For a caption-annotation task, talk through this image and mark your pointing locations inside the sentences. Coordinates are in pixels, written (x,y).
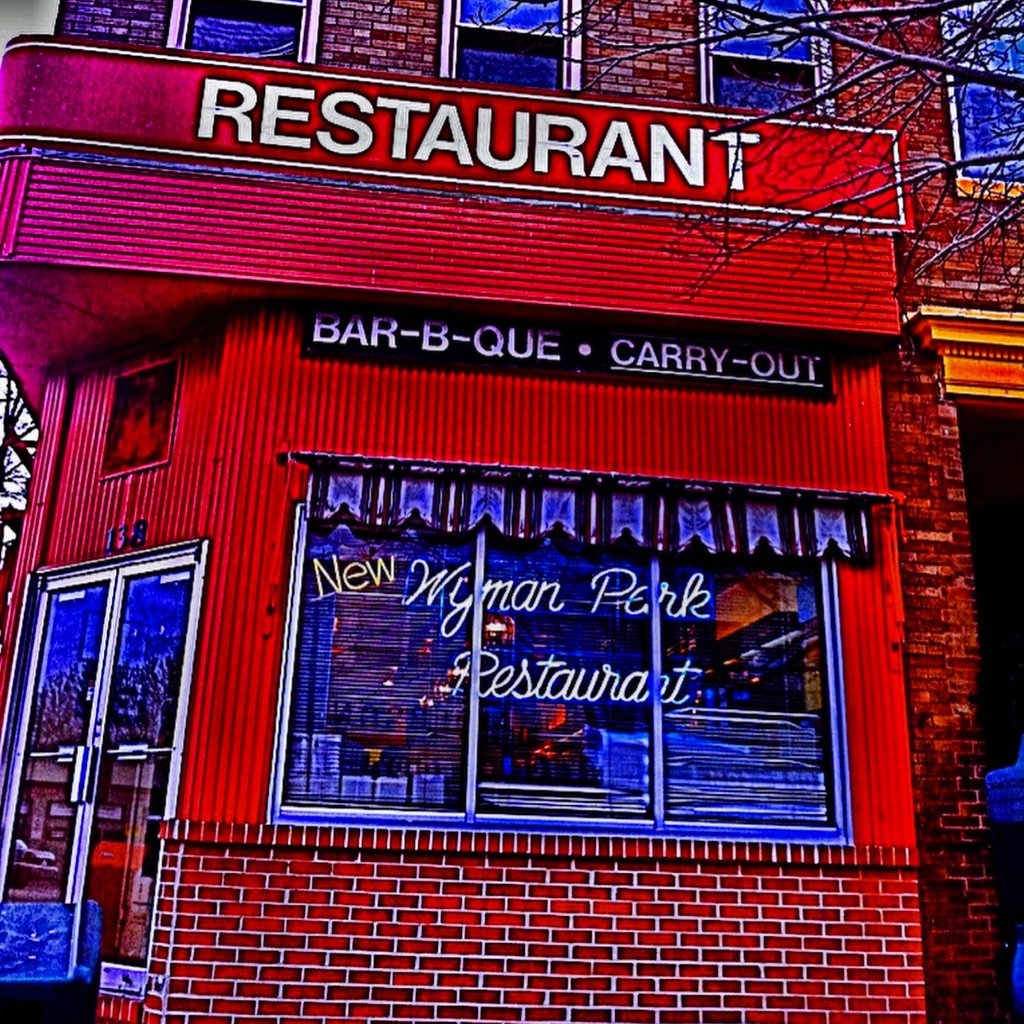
This is a building (374,492) with the windows (491,621) and the glass doors (99,823). I can see a name board (454,159), which is attached to the building wall (770,244). At the top right corner of the image (942,65), I can see the branches (957,73) of a tree (952,45). This is a glass door (84,813) with a door handle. I can see few objects (393,781) inside the building (404,770).
